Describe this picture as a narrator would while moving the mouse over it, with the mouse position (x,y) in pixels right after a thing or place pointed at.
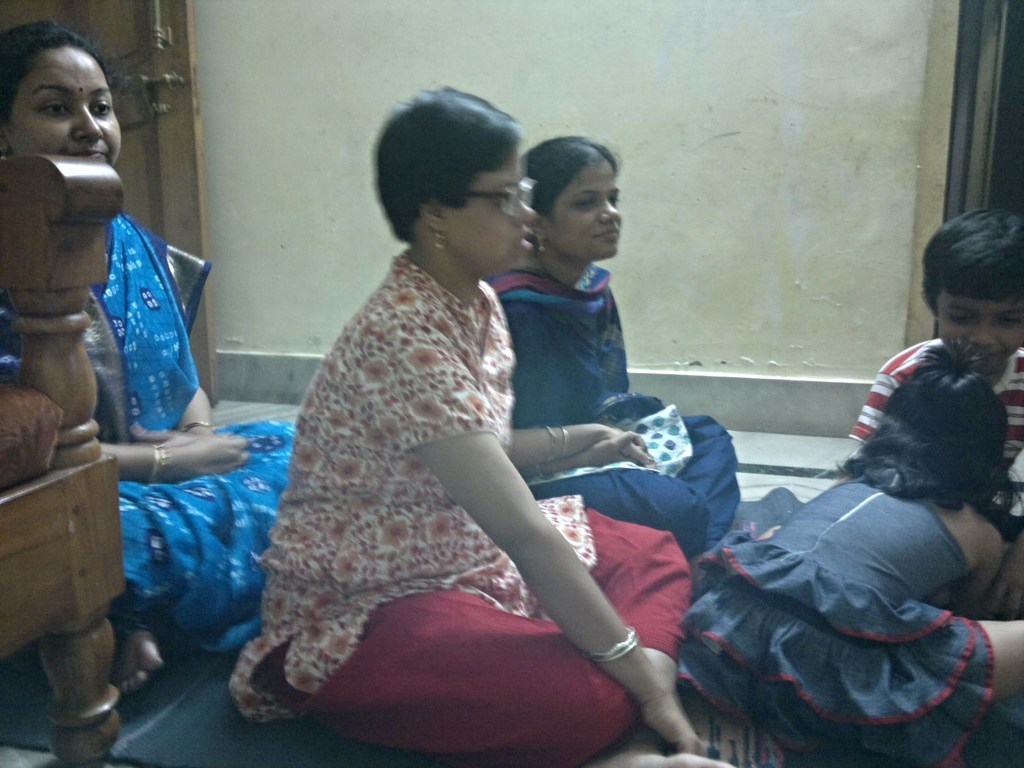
This image is clicked inside a room (242,319). There's the door (203,316) on the left side (152,156). There is the chair (37,277) on the left side (23,281). In the middle (429,304) there are 5 persons (527,447) sitting. Three are women (468,471), two are children (827,547).
